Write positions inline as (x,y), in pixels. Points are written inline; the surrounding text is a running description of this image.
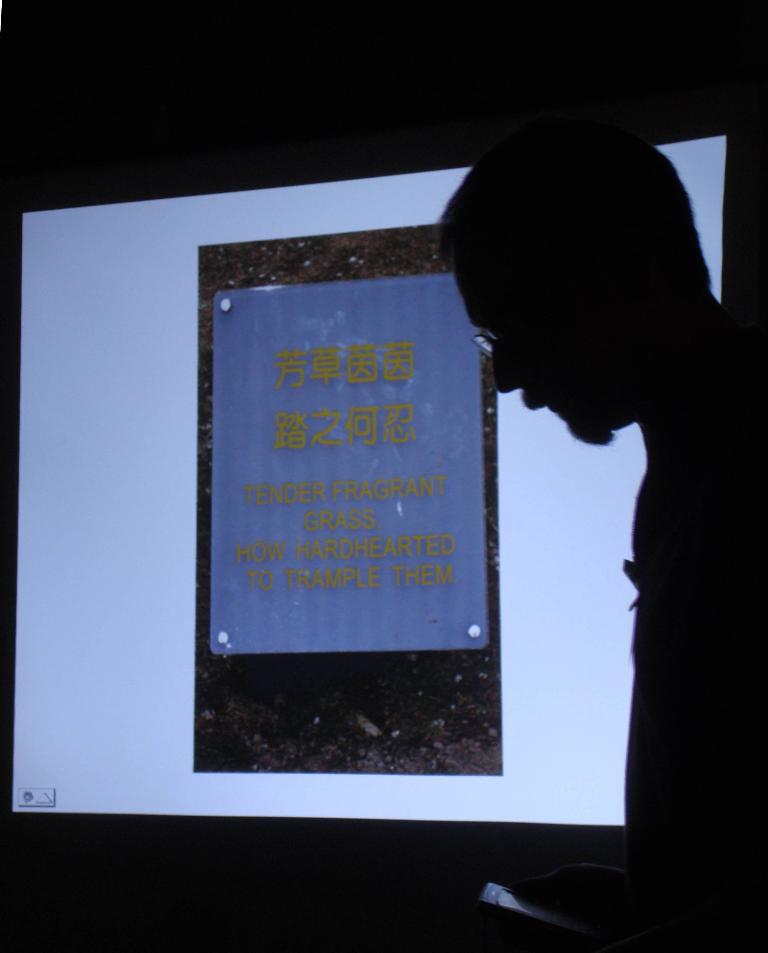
In this image we can see a person (674,937) holding an object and in the background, we can see a poster (413,624) with some text (432,540).
